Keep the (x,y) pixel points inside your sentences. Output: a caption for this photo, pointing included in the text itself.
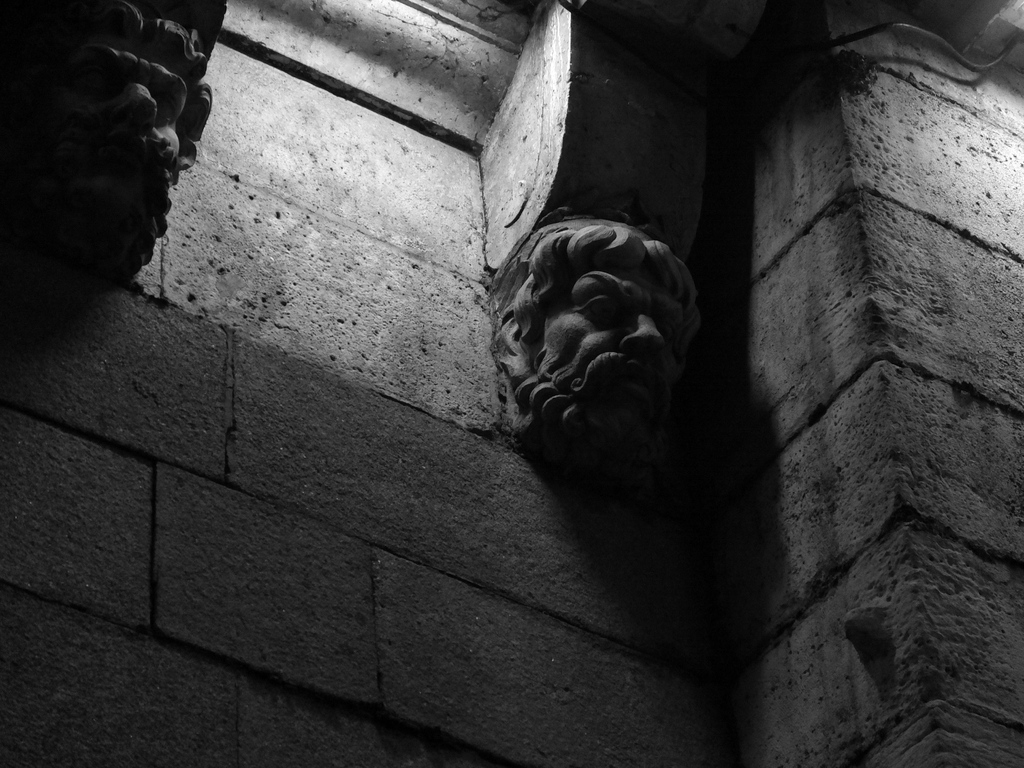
In this image I can see sculptures (663,290) and a cement wall (723,504). This image is taken may be in a building (498,150).
